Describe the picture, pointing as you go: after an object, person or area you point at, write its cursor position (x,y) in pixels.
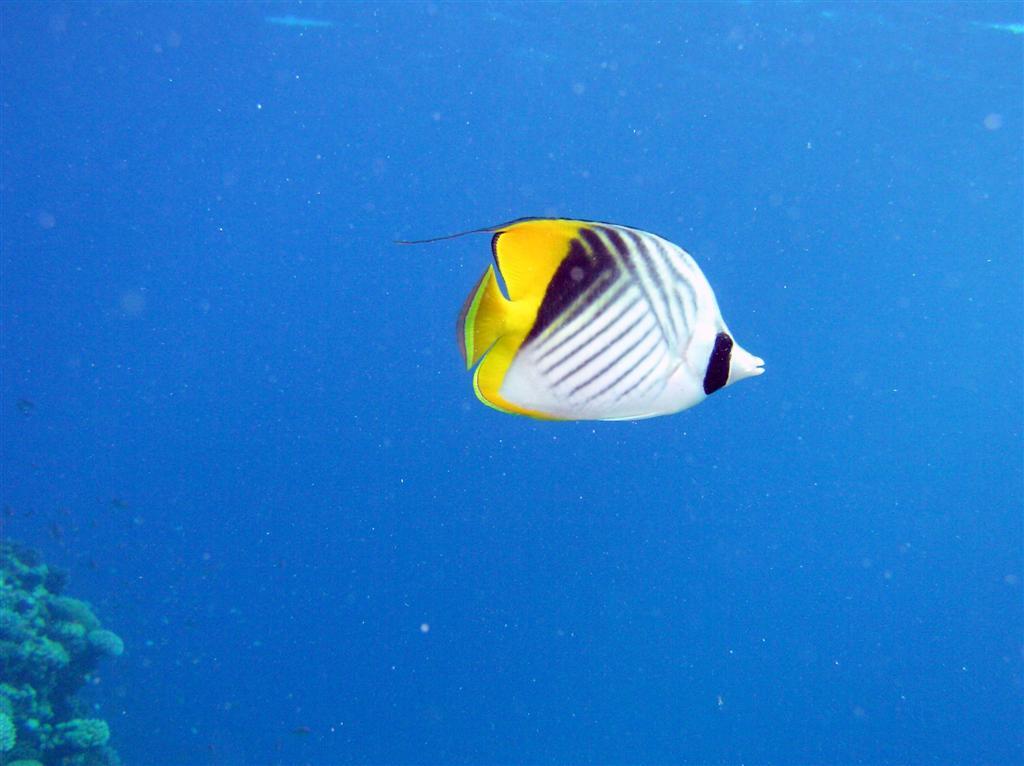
In this image we can see a fish (605,243) in the water (368,326), also we can see a plant (91,639).
